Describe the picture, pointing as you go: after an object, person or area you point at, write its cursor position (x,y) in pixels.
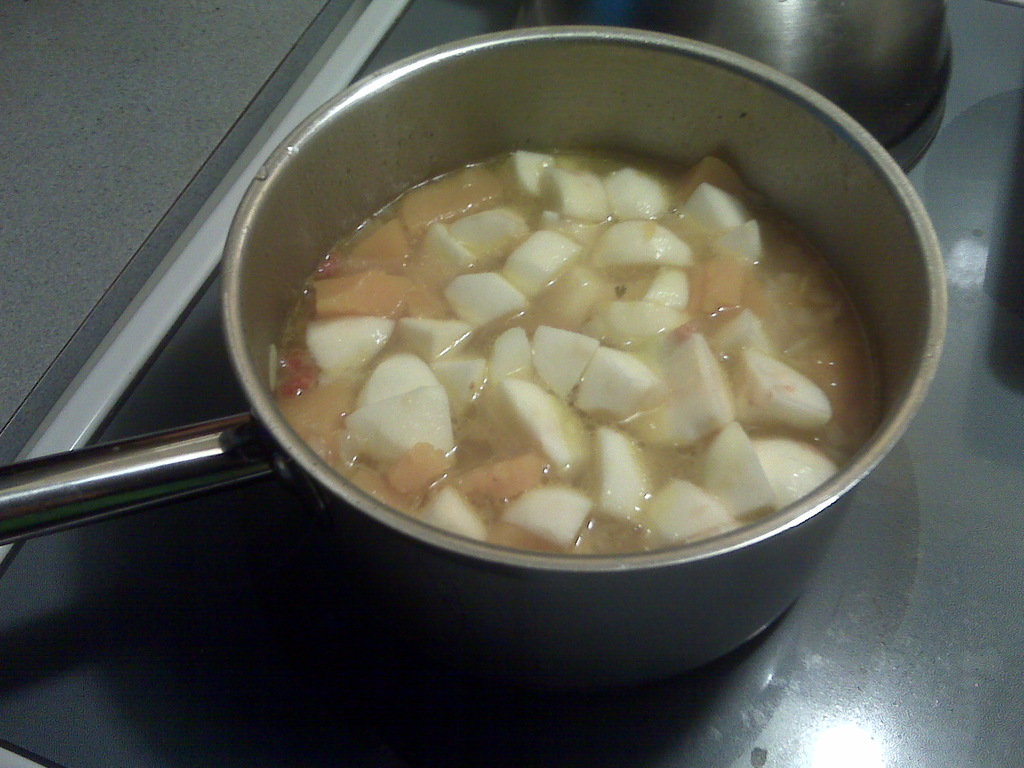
In the image there are two vessels (755,106) kept on a surface (55,618) and there is some food item (588,285) in the first vessel (799,134).
